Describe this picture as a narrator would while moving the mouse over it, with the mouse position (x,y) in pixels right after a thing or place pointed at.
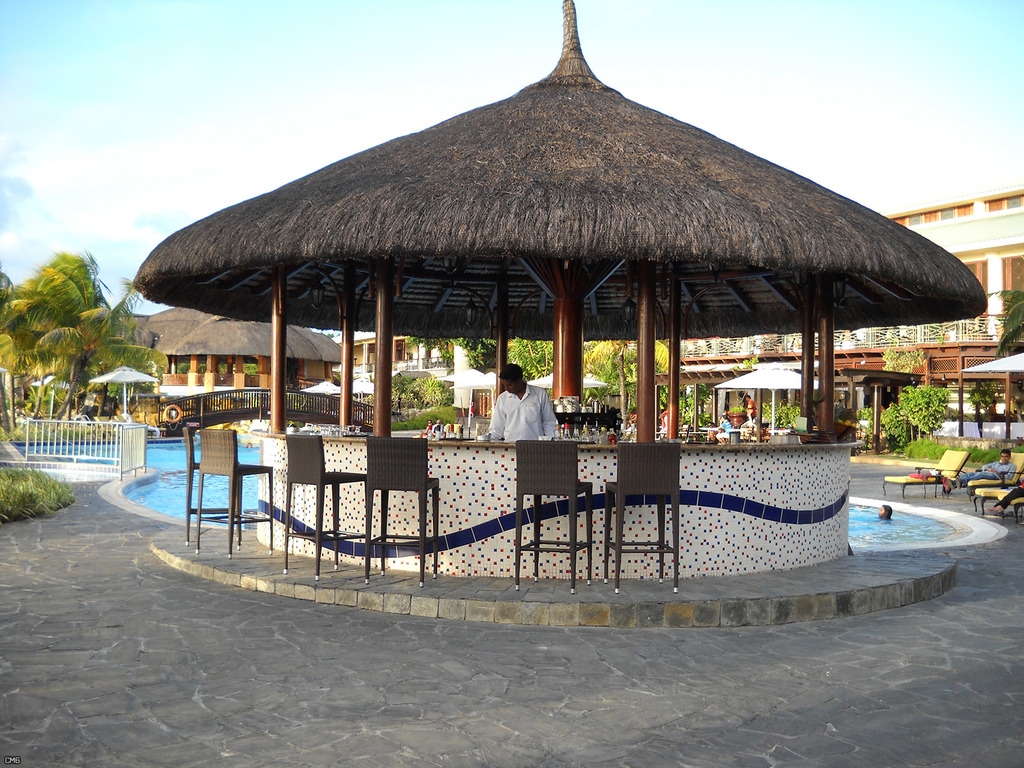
In this image, we can see buildings (732,375), huts (516,323) and there are umbrellas (763,391), chairs (1002,489) and we can see some objects (574,413) on the stands (689,451) and there are railings (251,399), trees (65,310) and some people (665,408). At the top (780,117), there is sky (799,116) and at the bottom (461,700), there is water (166,489) and a road (416,654).
